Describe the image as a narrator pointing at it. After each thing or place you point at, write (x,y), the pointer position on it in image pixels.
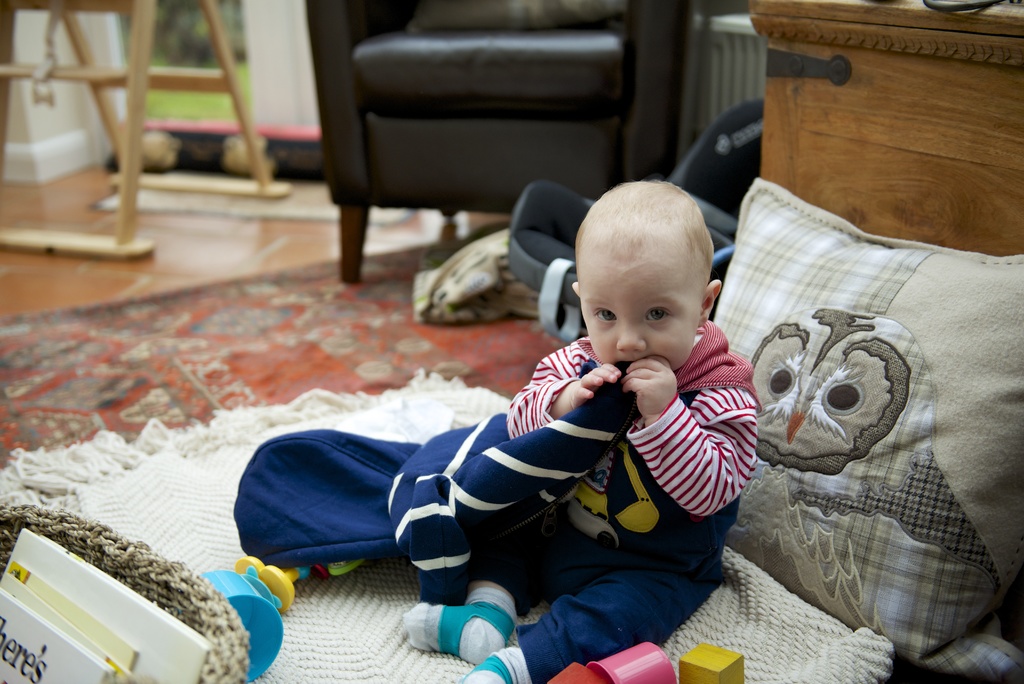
Here we can see a boy (449,636) sitting on a floor (402,392) and he is chewing on a jacket (391,451). In the background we can see a sofa (510,176) and a wooden table (914,144). Here we can see a basket (219,668) filled with books (68,581).
